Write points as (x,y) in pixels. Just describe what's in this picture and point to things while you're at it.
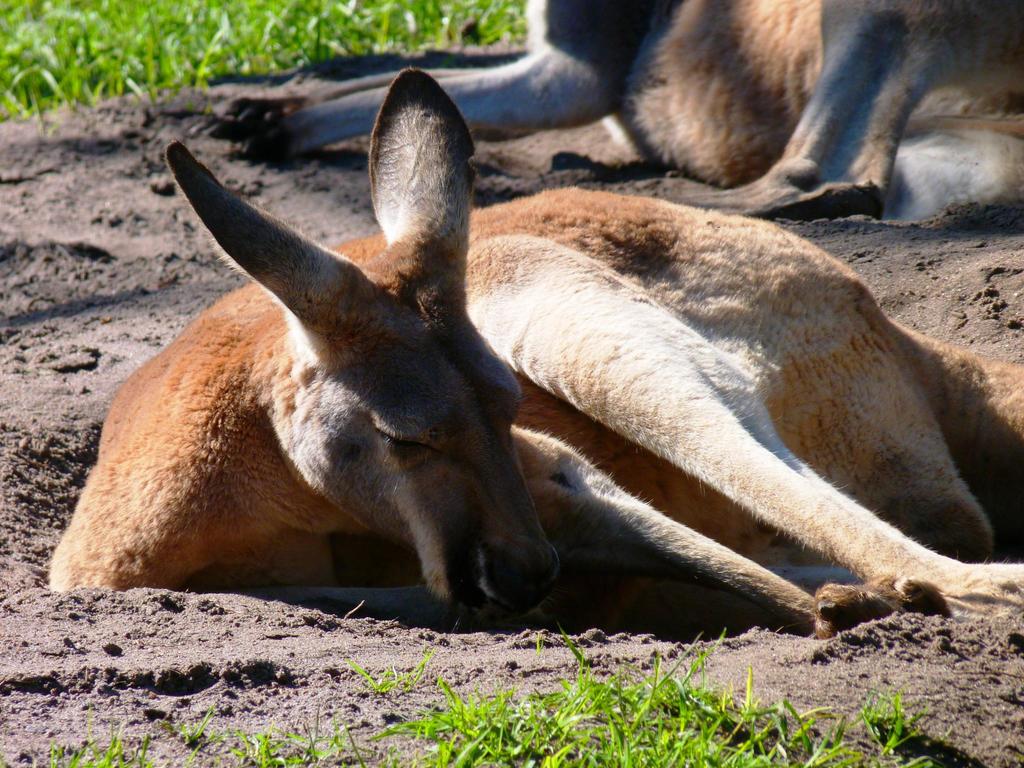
In this picture there are two kangaroos (986,154) were lying on the ground (890,688). At the bottom (717,749) we can see grass (775,739). At the top (223,30) we can see the plants (200,17).
